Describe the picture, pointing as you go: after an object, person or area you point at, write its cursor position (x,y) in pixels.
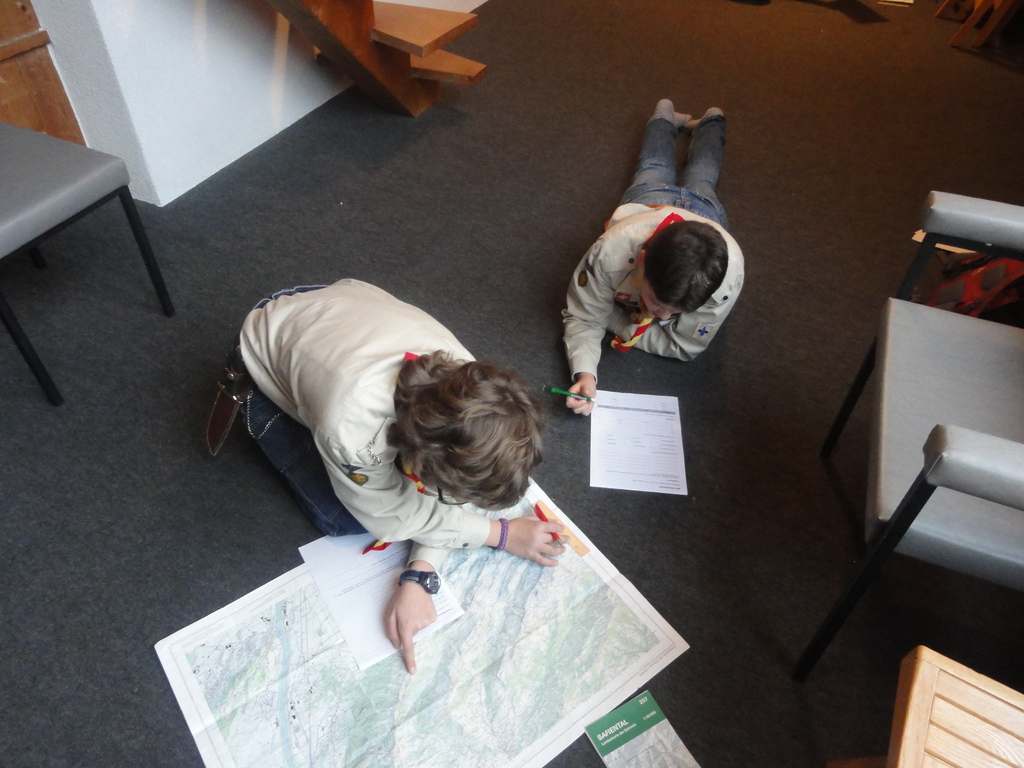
In the foreground of this image (508,626), there is a map (534,716), book (635,751) and two papers (621,467) on the ground (644,583). We can also see a boy (398,466) kneeling down and a boy (570,302) laying and holding stationery object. On either side, there are chairs (962,510). At the top (164,7), there is a wall (198,59), wooden objects (34,66) and stairs (430,50).
